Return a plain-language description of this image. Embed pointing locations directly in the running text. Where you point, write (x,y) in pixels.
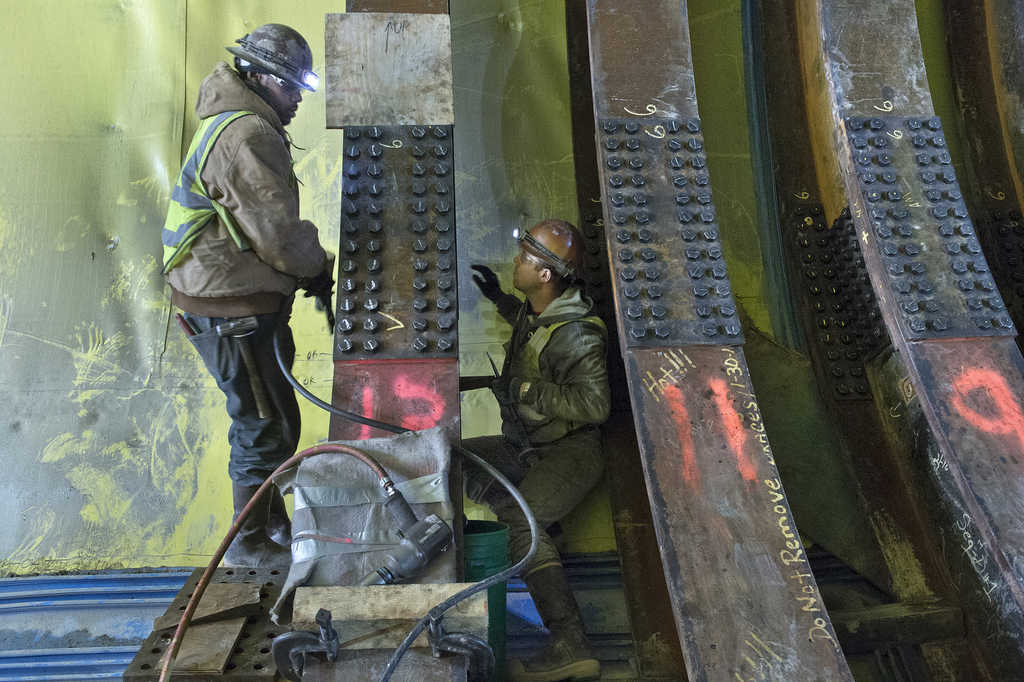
In this image there are two people (545,442) doing construction work. The man (273,378) standing on the left (288,319) is wearing a glove (314,285) on his hand (329,294). At the bottom (675,608) we can see rods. On the right (699,619) there are pillars (817,272).
